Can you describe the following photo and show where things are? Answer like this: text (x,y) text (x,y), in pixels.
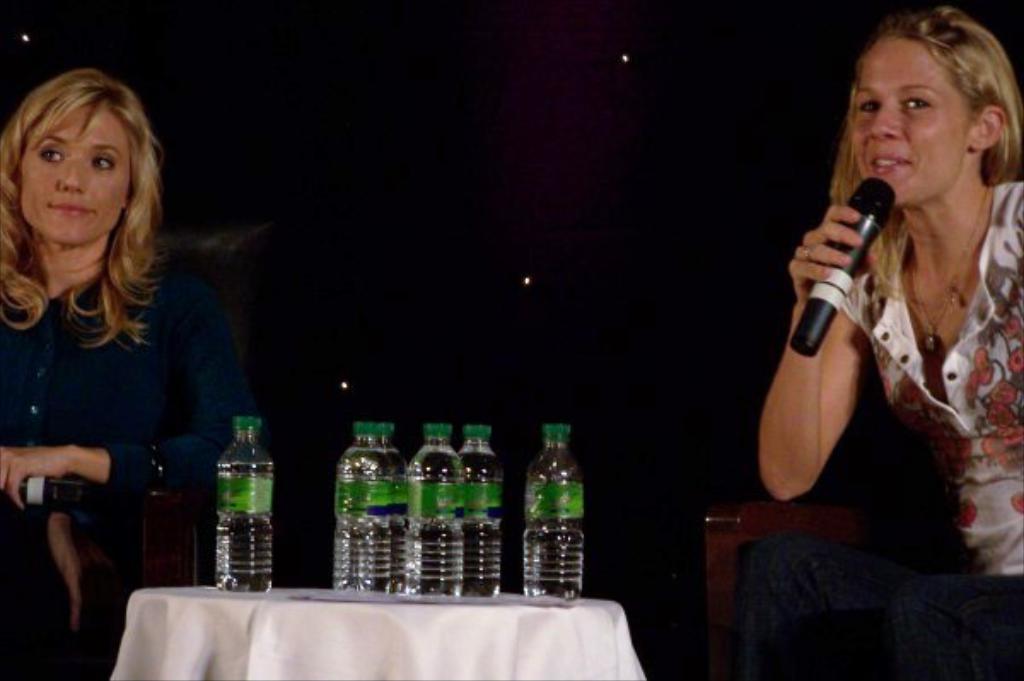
In this image we can see two persons (969,284) are sitting, and holding the micro phone (872,220) in the hand (825,265), and in front (490,521) here is the table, and water bottles (406,541) on it.
